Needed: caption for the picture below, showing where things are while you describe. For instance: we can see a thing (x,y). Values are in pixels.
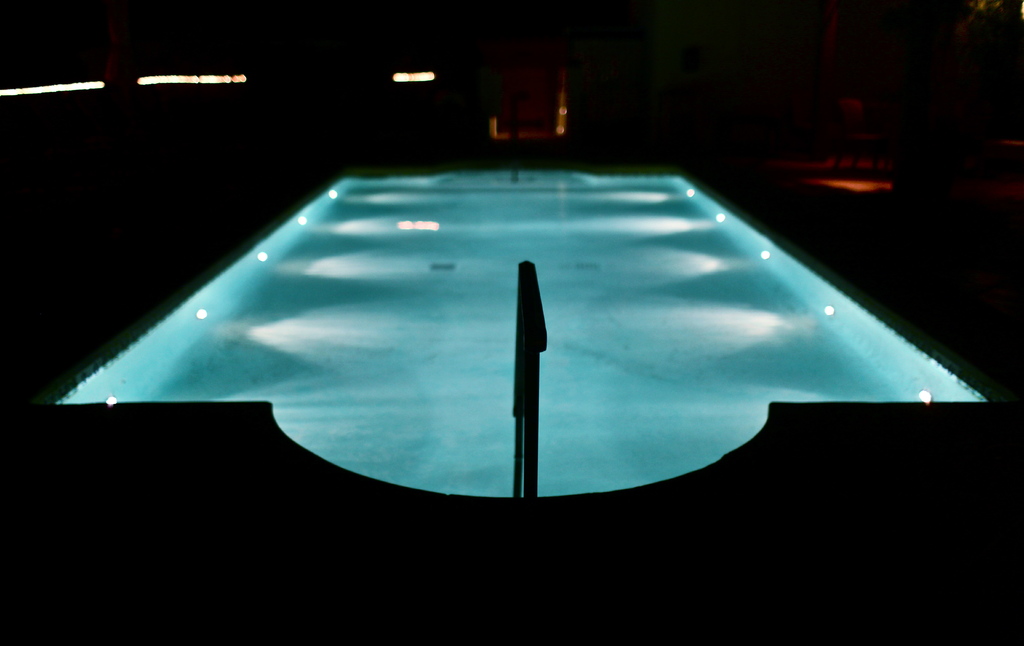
This image is taken outdoors. In this image the background (196,105) is dark. In the middle of the image (437,314) there is a swimming pool (581,382) with water (661,346) and a few lights (929,396).
